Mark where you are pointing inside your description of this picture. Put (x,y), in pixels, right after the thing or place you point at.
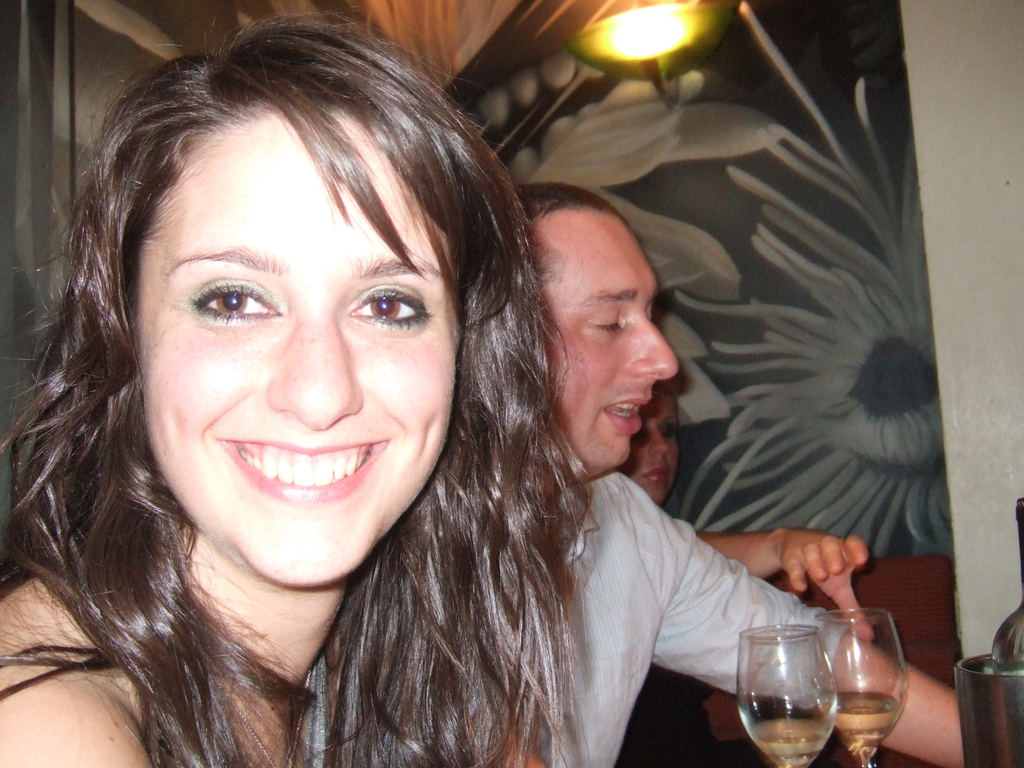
In the image we can see there are people (528,502) wearing clothes (579,641), these are two wine glasses (807,669), this woman (324,454) is smiling. This is a light (650,47) and a wall (899,306), there is a bottle (1007,633) in the container (991,681).
